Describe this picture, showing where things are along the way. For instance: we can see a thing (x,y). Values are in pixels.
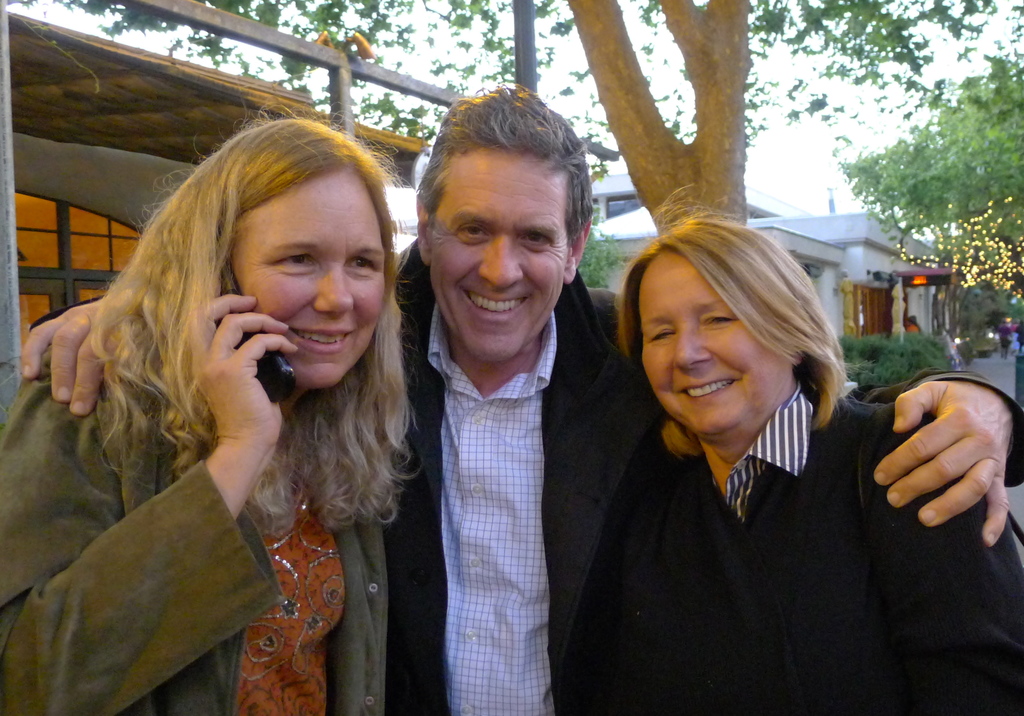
In this image there is a metal object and there is a window (31,201) on the left corner (47,210). There are people (274,538) in the foreground (504,603). There are trees (1012,236) on the right corner (1002,242). There is a building (94,187), there are trees (731,195) and people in the background (739,111). And there is sky (799,75) at the top (798,57).
